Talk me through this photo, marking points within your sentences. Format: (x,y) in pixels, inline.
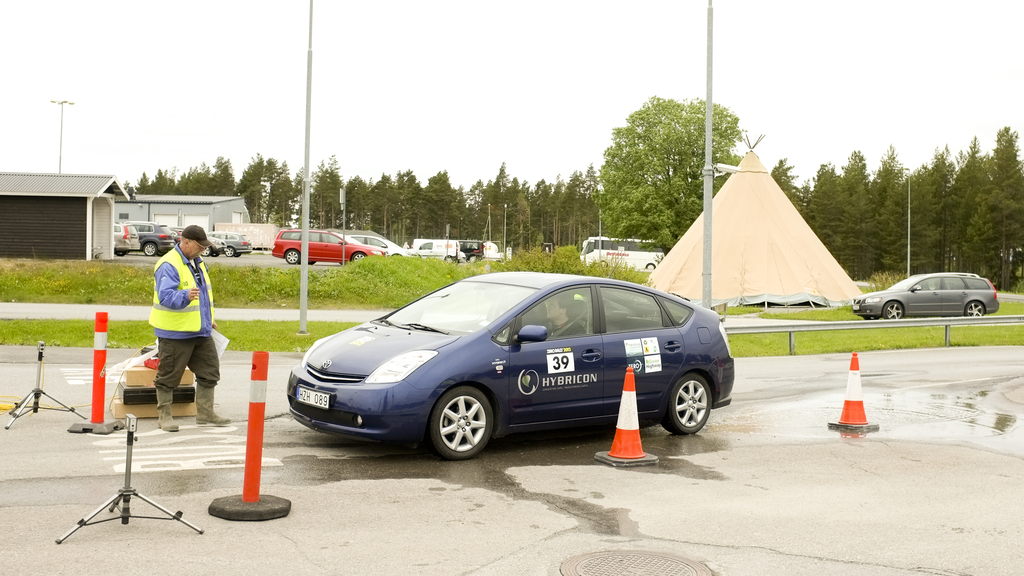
Here in the front (475,381) we can see a car (409,330) present on the road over there and in front of it we can see a person (207,325) standing with a apron (170,316) and a cap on him and we can also see traffic cones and poles (100,392) present around the car (468,318) over there and beside that we can see some part of ground (83,282) is fully covered with grass (68,282) over there and we can also see other cars (355,253) present on the road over there and on the right side (713,279) we can see a tent (741,165) present and on the left side (215,220) we can see sheds (224,210) present over there and we can also see poles (312,24) present here and there and we can see plants (598,266) and trees (607,216) present all over there.
